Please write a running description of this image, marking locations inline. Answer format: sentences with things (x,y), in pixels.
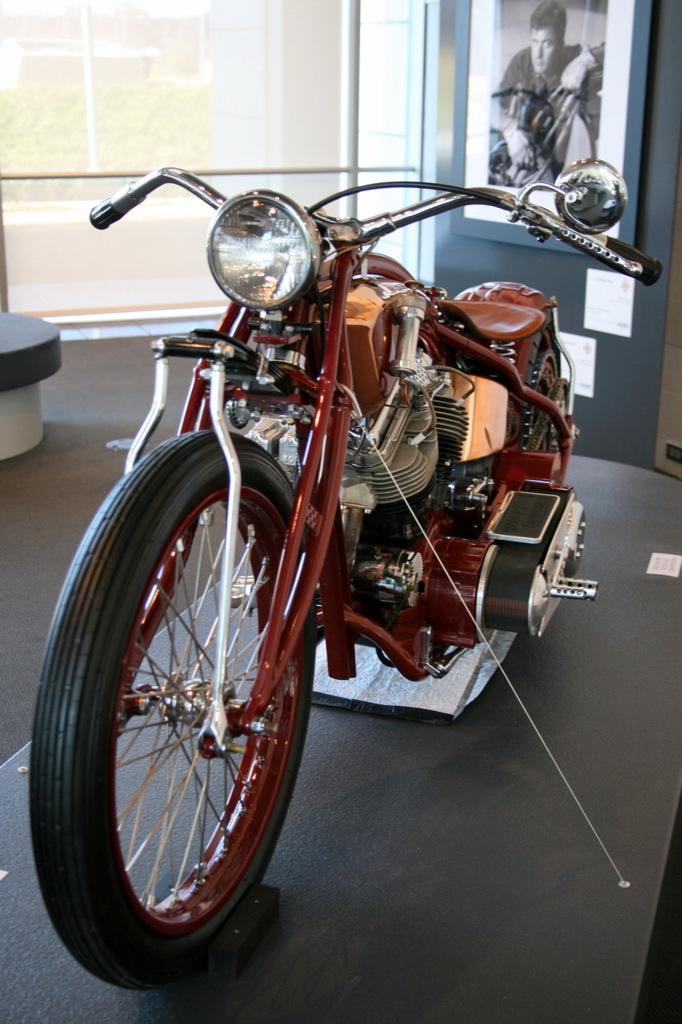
In this image there is a bike (304,561), in the background (244,56) there is a glass wall (312,16) and there is a poster (489,168).
